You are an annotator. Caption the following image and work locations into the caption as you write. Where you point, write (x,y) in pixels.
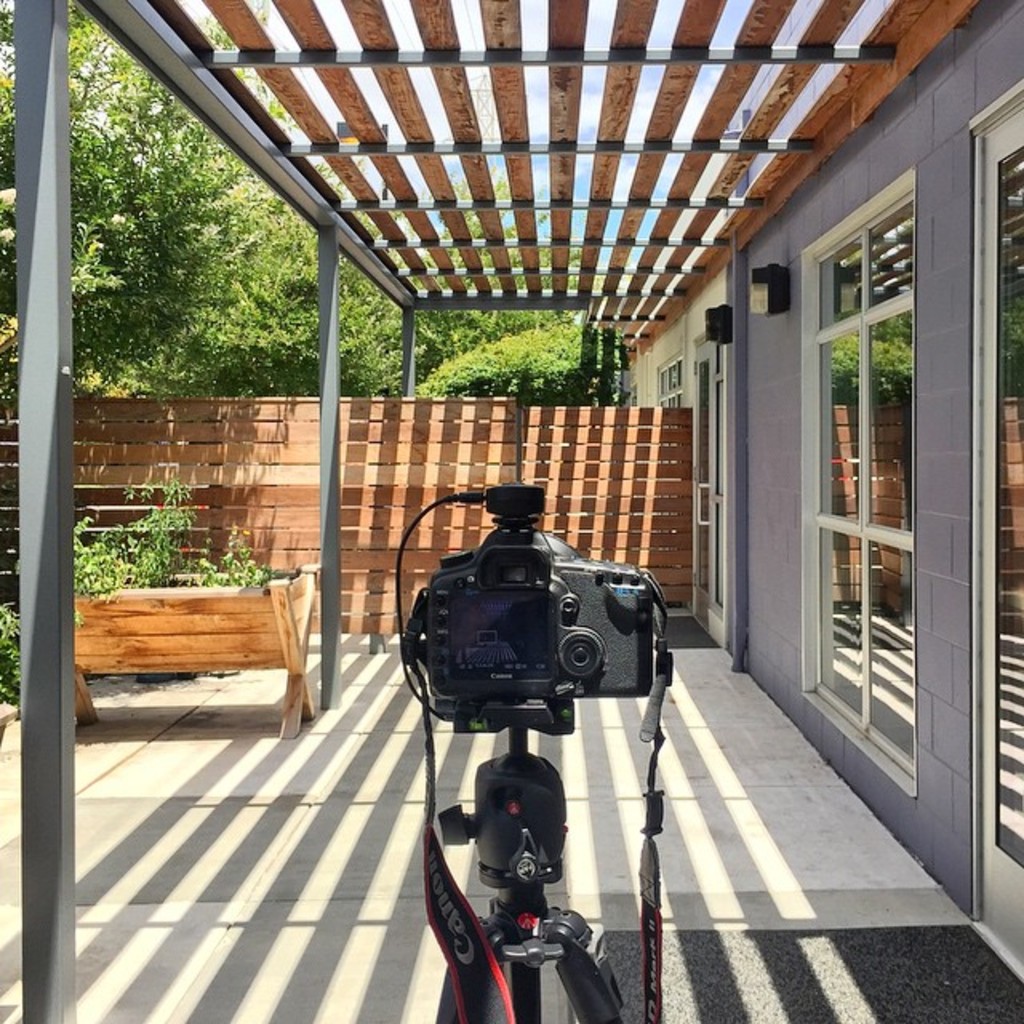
There is a camera (557,629) placed on a stand (539,877) and there is a wooden wall (502,447) and trees (447,323) in front of it.
